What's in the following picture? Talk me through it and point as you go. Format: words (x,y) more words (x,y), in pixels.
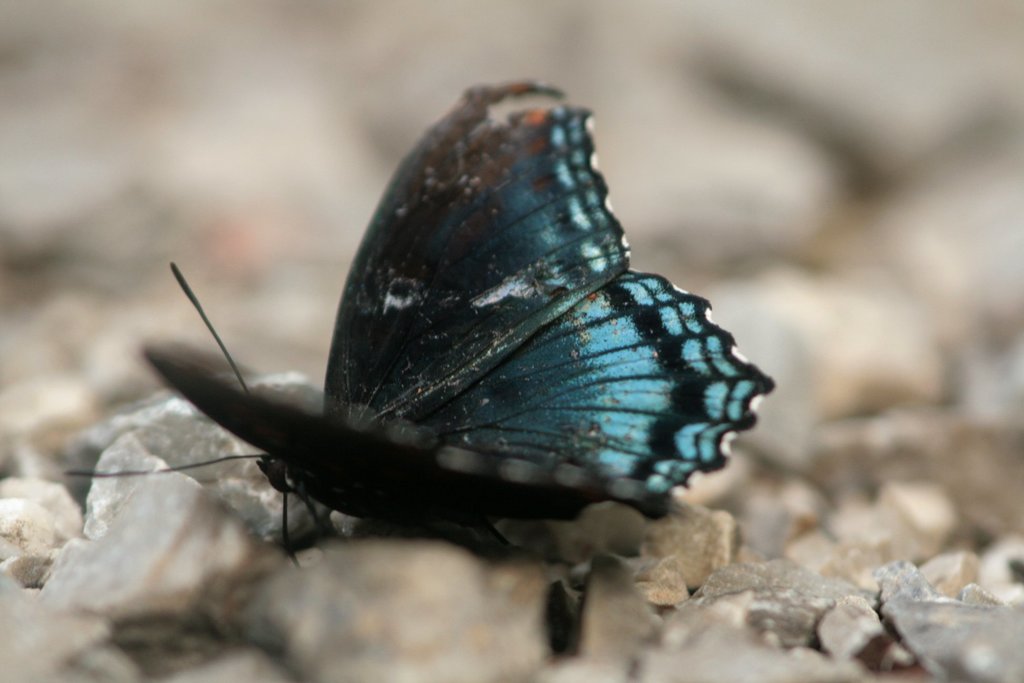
In this image in the center (520,272) there is a butterfly (563,437), at the bottom (474,537) there are some small stones (114,522) and there is a blurry background (819,180).
